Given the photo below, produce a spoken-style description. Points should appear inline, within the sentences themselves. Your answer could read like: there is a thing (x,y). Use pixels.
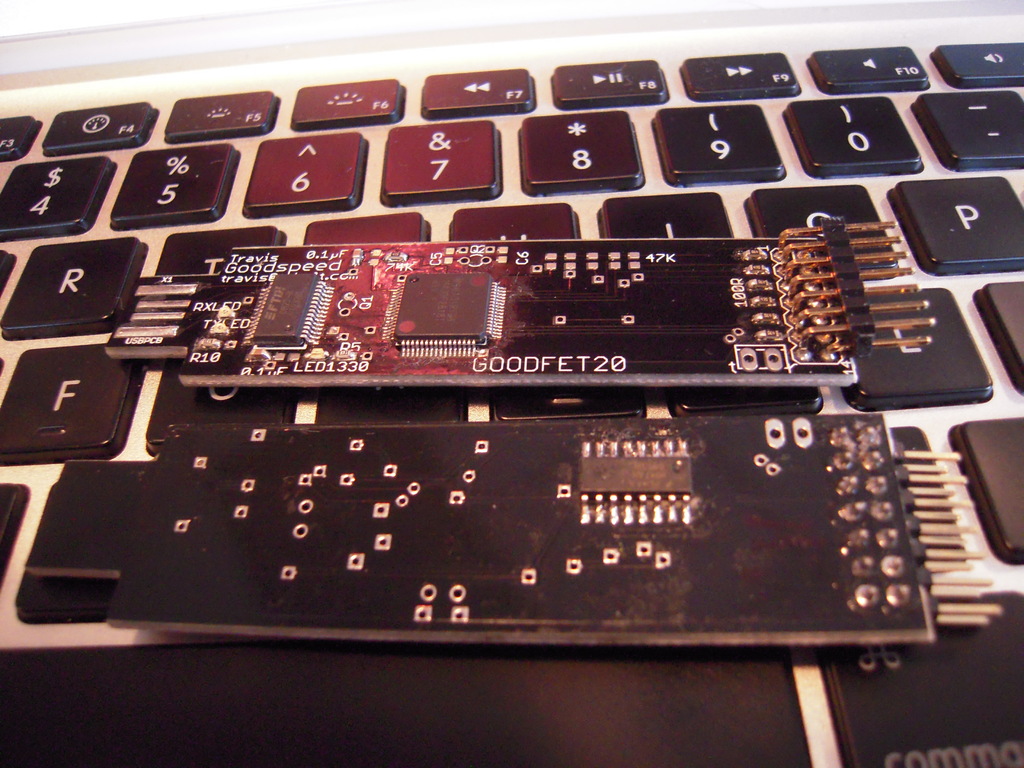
In this picture there is a keyboard (648,123) and there are numbers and symbols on the buttons (1008,262) and there are two devices (466,275) on the keyboard (446,401).
